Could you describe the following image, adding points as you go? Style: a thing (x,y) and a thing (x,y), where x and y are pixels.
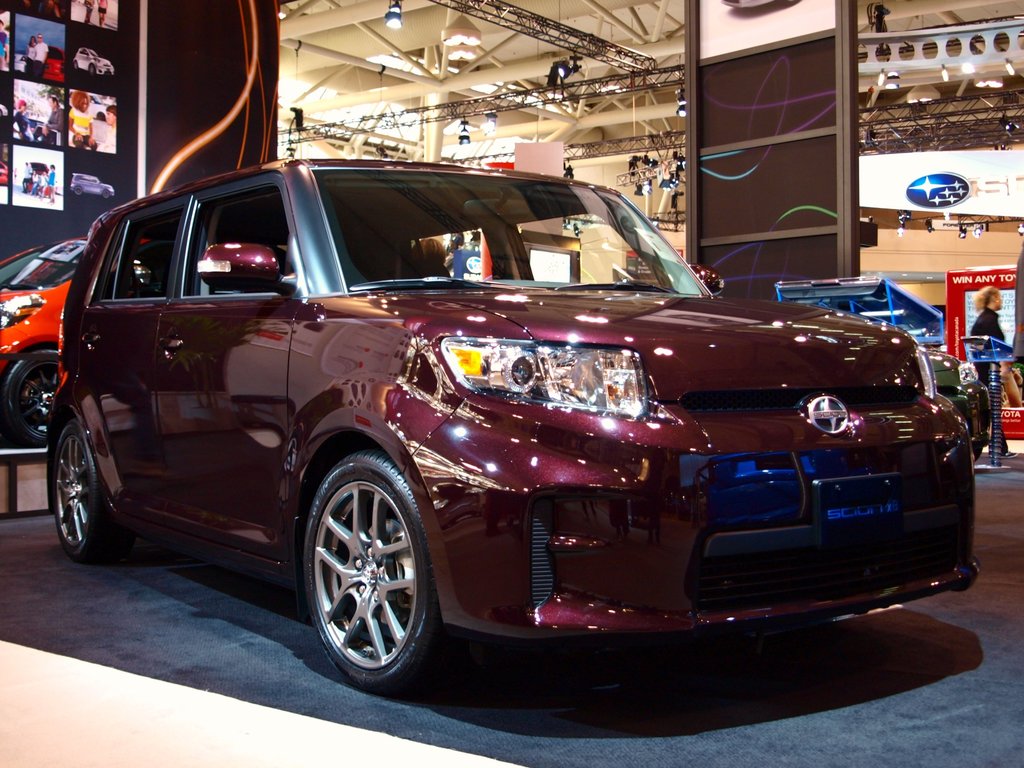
In this image we can see a few vehicles (364,463) and people (106,114), there are some photographs (73,91), posters (960,288) with some text (975,291) and some other objects (972,358), at the top of the image (523,22) we can some metal rods (419,66) and lights (613,86).
